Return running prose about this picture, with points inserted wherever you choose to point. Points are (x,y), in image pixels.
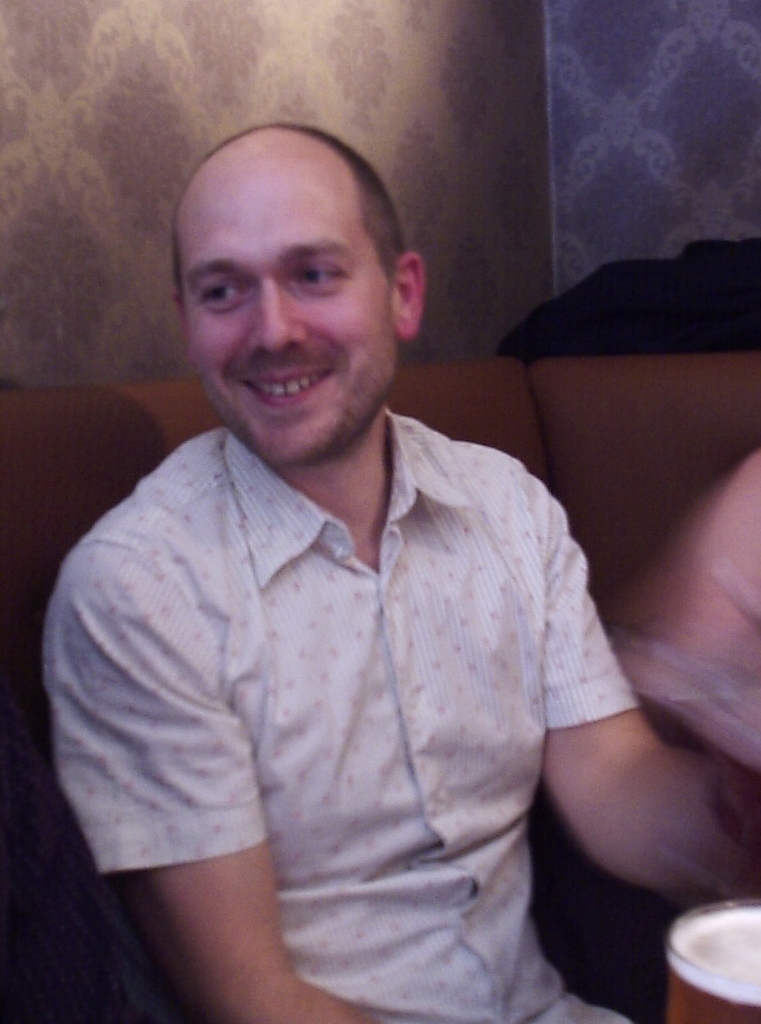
In the image we can see there is a person (450,658) sitting on the sofa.
